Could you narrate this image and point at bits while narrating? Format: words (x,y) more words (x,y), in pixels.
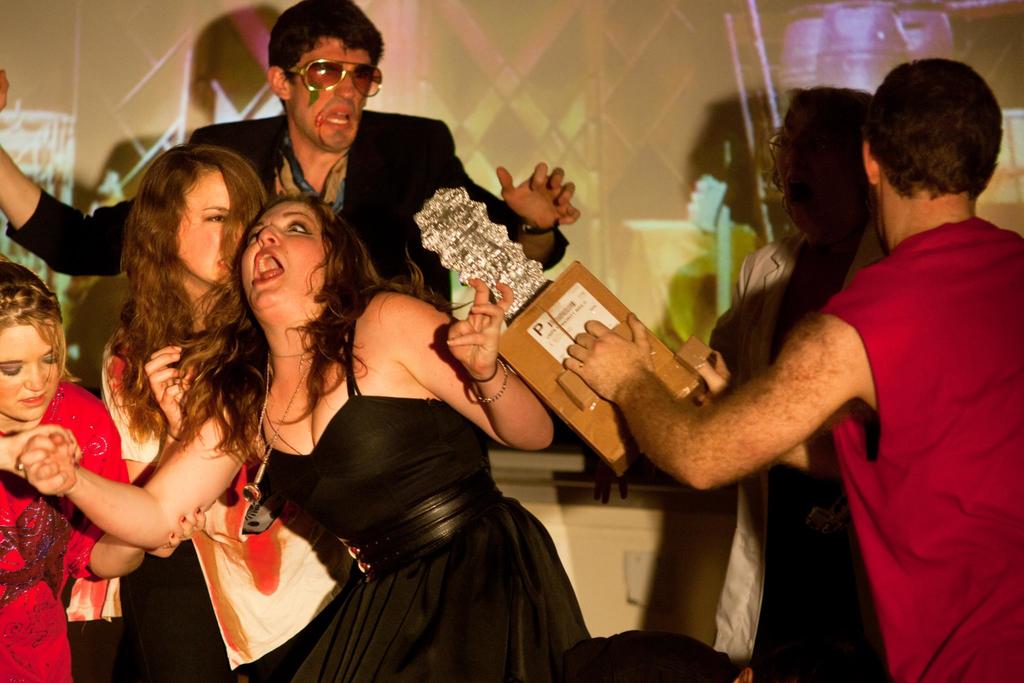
In this image there are persons (273,325) standing. In the background (845,39) there is a musical instrument (869,44) on the right side (860,54) and in the front (575,410) there is a man (906,380) on the right side (933,410) standing and holding a wooden object (579,382) in his hand (629,339).
